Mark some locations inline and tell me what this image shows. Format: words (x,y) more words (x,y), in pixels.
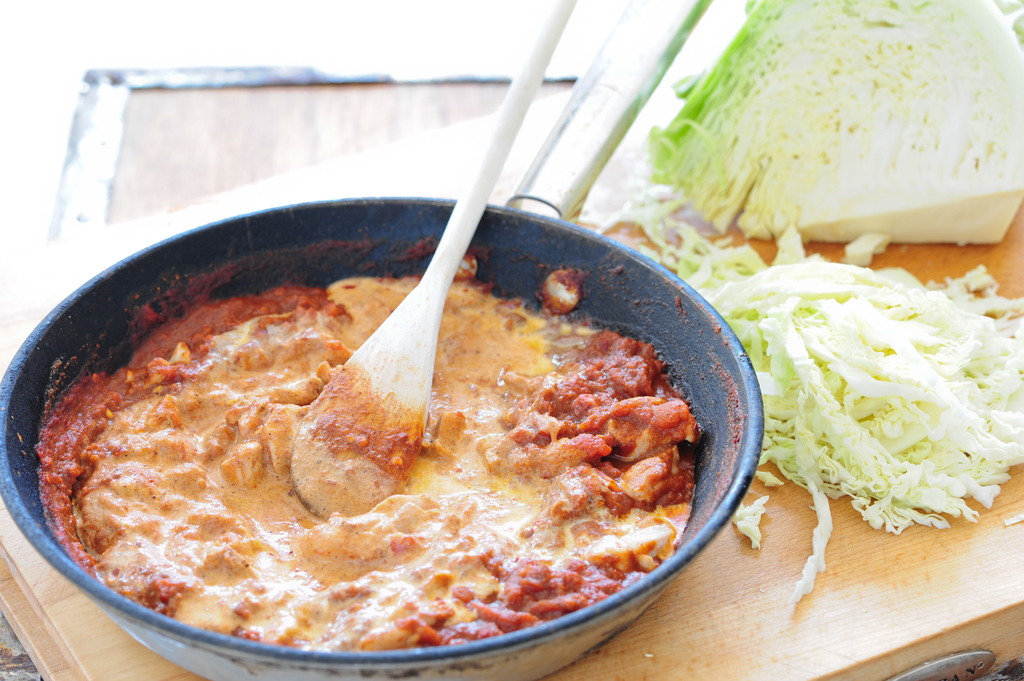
In this image, we can see some food (259,617) and spatula (340,444) in the cooking pan (21,527). This pan (692,545) is placed on the wooden surface (709,654). On the right side of the image (783,324), eatable things (848,336). Right side (959,664) bottom corner, we can see silver color object (944,670). Top of the image (365,117), there is a surface (272,108) and handle (568,139).
